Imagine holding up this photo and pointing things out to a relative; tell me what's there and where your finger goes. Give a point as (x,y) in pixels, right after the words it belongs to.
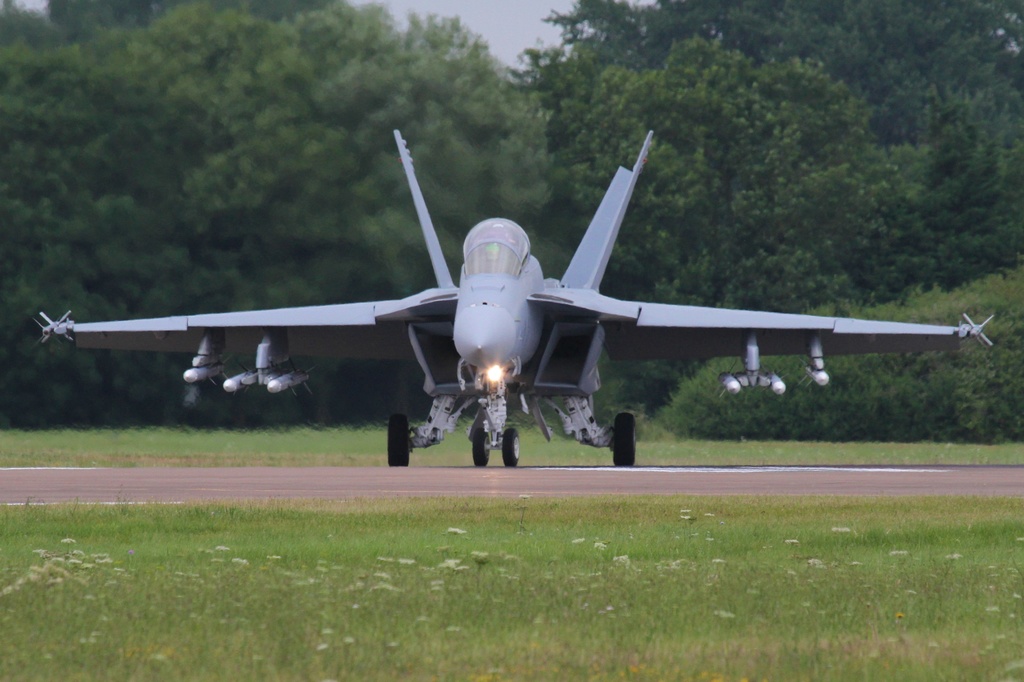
In this image there is an airplane (497,400) on the runway (475,494). In the background (554,419) there are trees (811,182). On the both sides of the runway (177,473) there are grasses (222,457).
